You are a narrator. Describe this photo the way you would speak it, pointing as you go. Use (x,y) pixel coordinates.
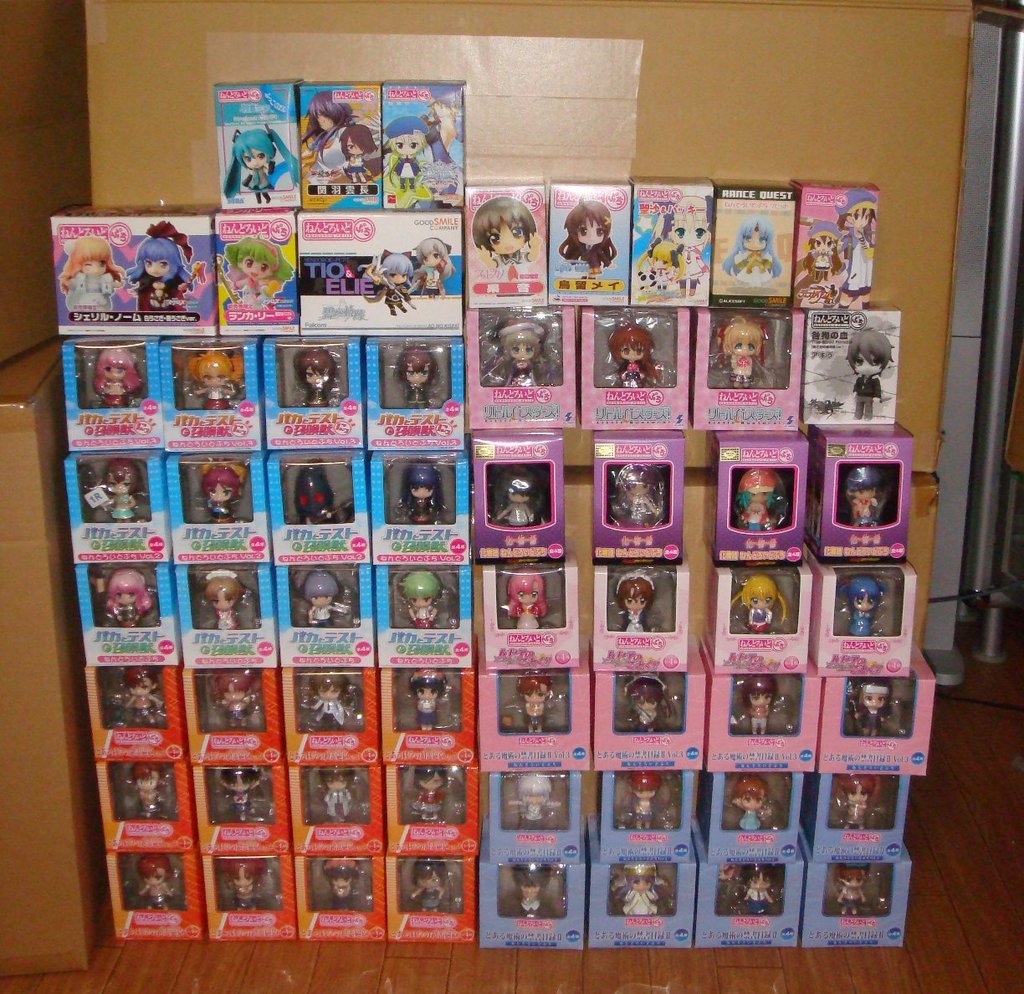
The picture consists of various boxes (335,474), in the boxes (562,262) there are different toys (401,364). In the background (474,26) there are boxes (893,133). On the left (42,466) there are boxes (6,544).
